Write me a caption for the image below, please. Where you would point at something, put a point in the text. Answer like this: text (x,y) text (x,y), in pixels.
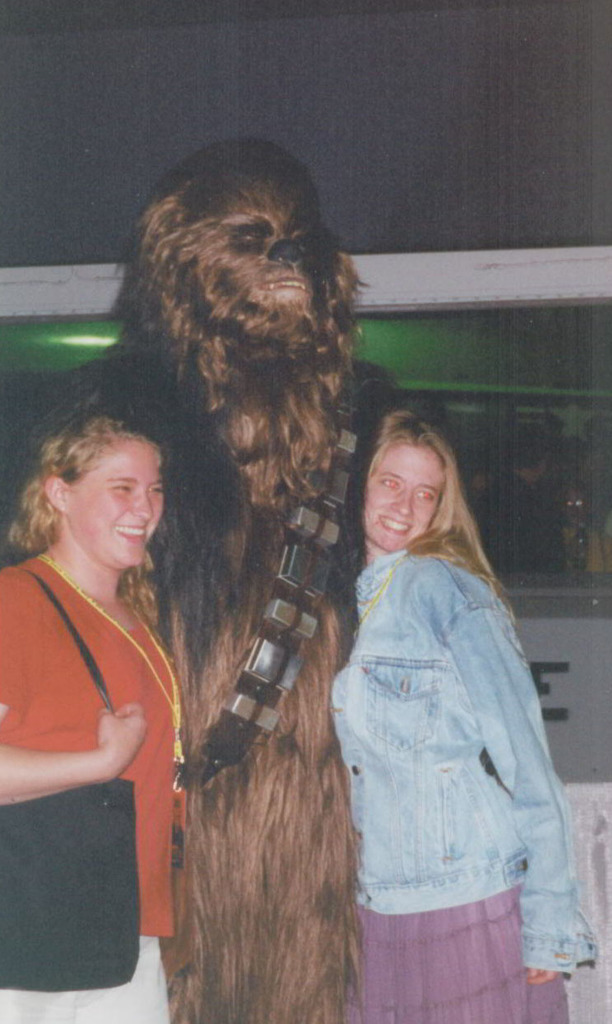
In the image, there are two women (378,711) standing beside a person (267,405) who is wearing an animal costume (255,784), both the women (368,566) are smiling and posing for the photo.
